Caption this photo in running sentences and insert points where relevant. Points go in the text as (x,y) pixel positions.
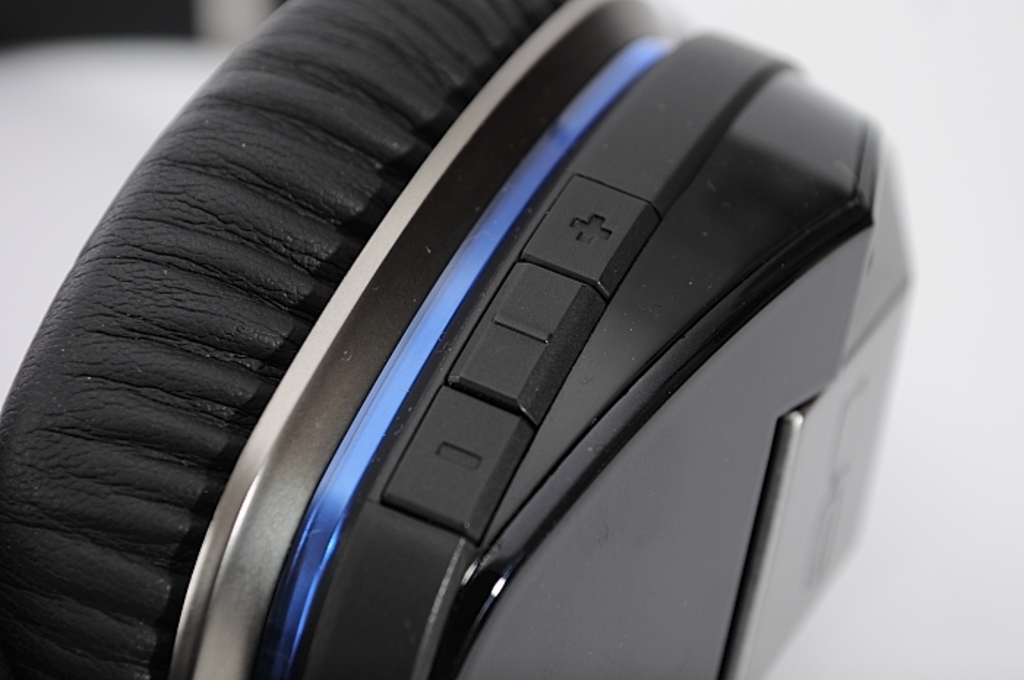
In this given picture, I can see a headphone (856,354).
